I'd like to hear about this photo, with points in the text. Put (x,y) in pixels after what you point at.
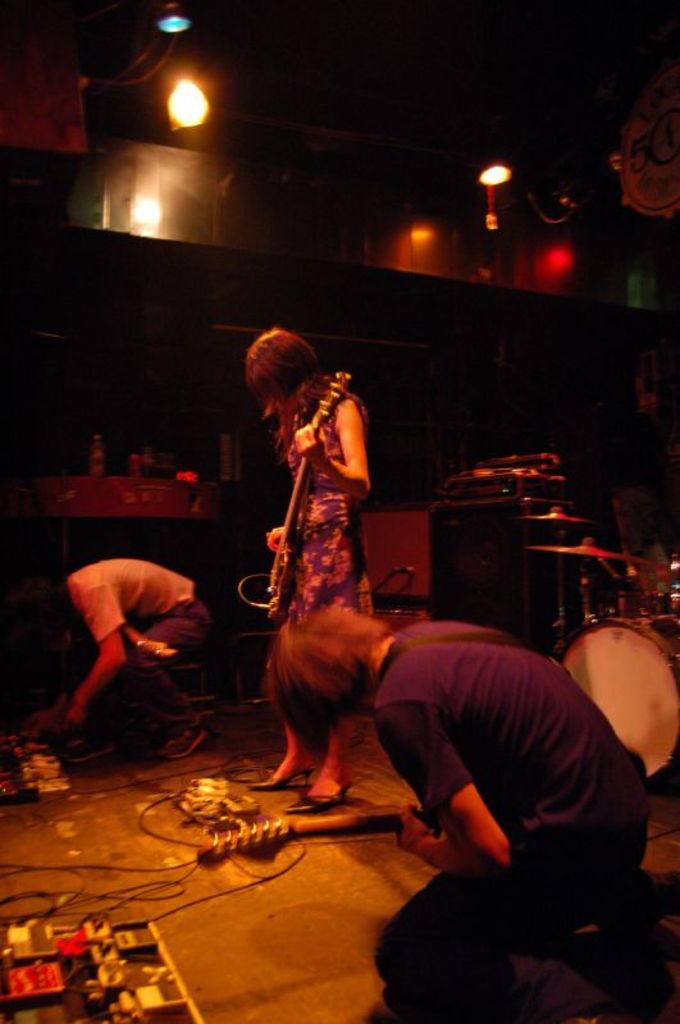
There are three people (560,735) on floor (5,905), two holding musical instruments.
